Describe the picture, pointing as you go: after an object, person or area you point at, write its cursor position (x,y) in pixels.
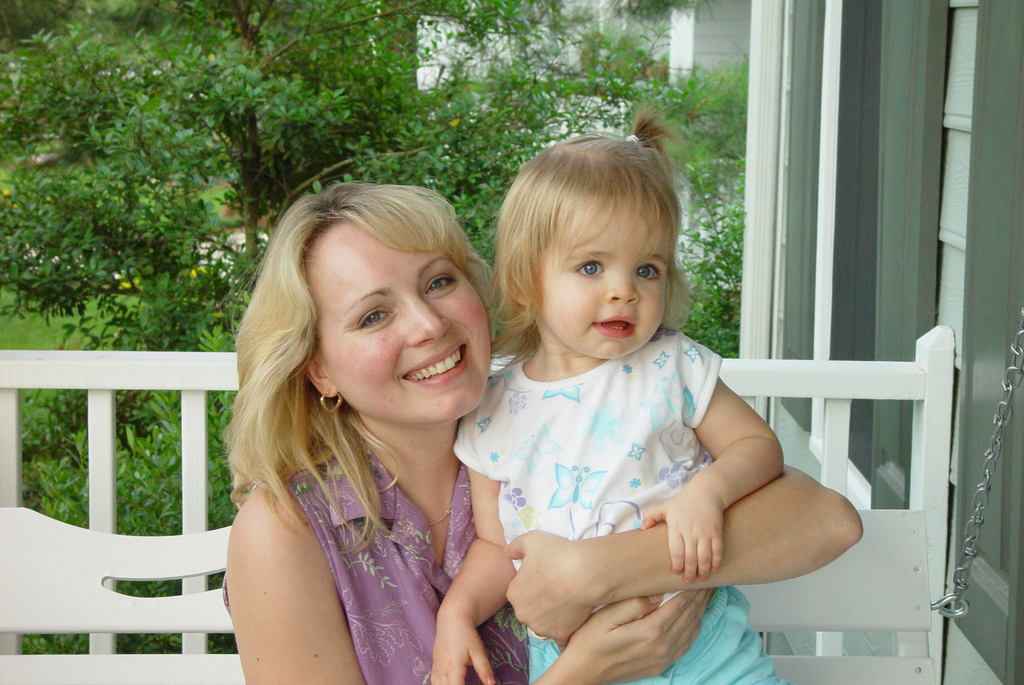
In this image there is a lady (416,488) and a girl (479,457) sitting on the bench (878,588), in the background (550,63) there are trees (598,67), on the right side (981,445) there is a wall (906,257).
